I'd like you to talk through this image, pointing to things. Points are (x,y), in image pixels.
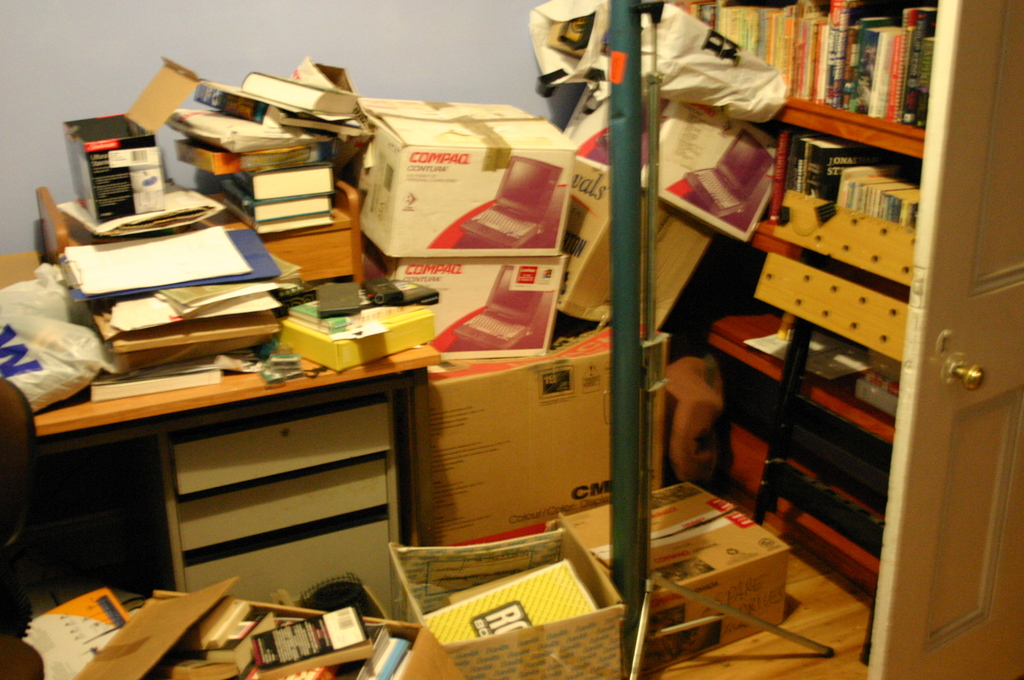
This picture describes about books (913,66) in the book shelf (863,130) and few boxes (546,230) on the table (255,385).
